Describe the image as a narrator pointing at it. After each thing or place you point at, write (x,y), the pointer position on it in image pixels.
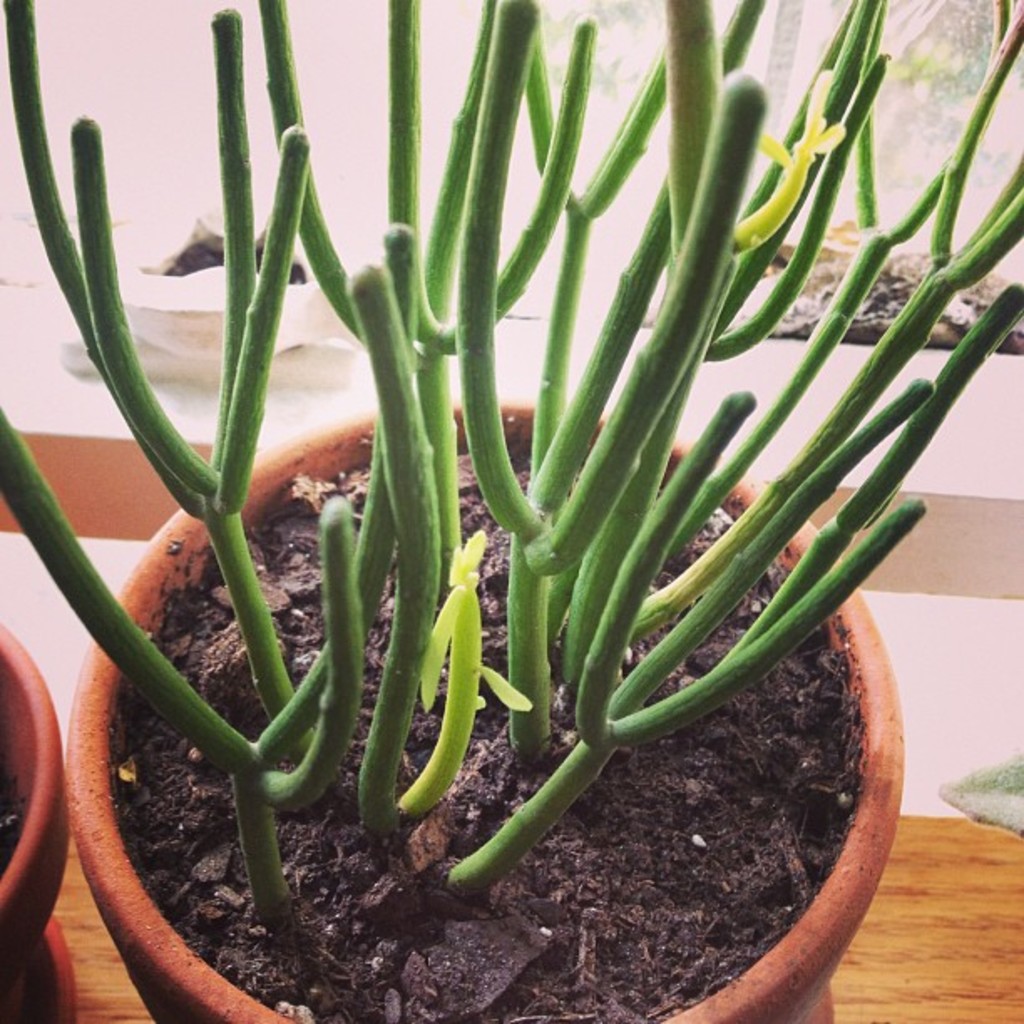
This picture shows a plant (117,642) in the pot (740,995) and we see another pot (41,855) on the side.
